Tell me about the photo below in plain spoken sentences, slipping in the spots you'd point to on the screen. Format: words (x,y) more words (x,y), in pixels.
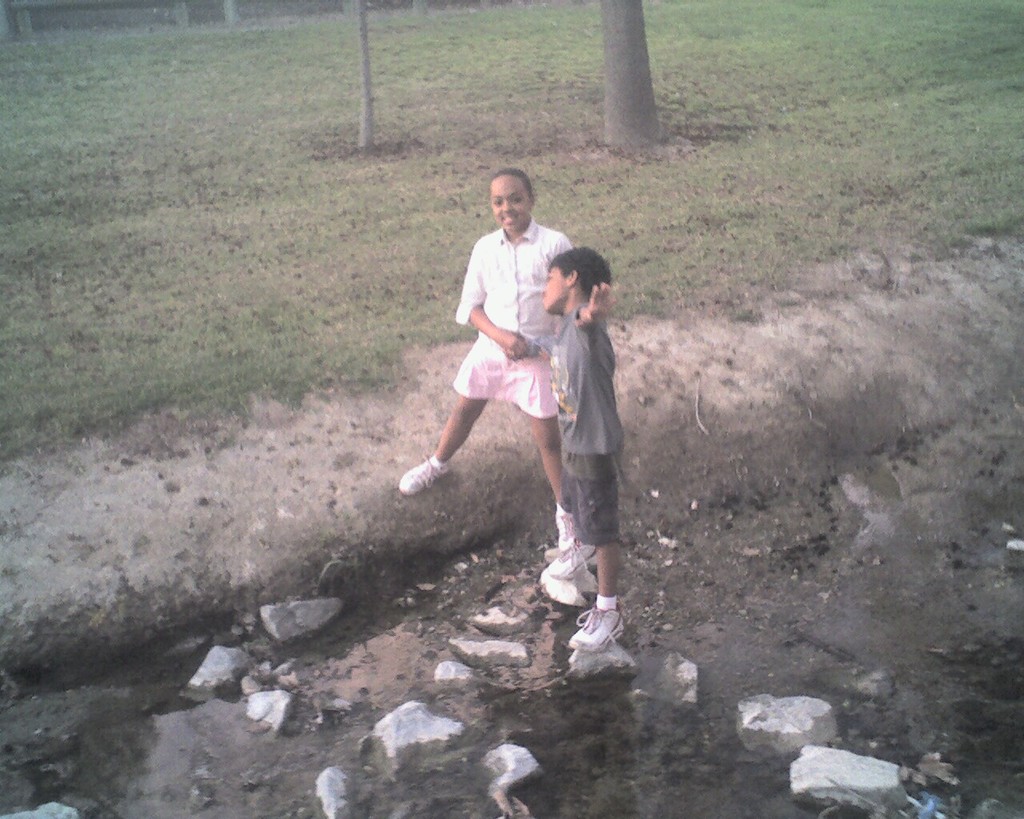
In this image, I can see two persons (586,499) standing. At the bottom of the image (320,623), there are rocks (804,702). In the background (298,349), I can see the tree trunks (609,90) and grass (578,198).
